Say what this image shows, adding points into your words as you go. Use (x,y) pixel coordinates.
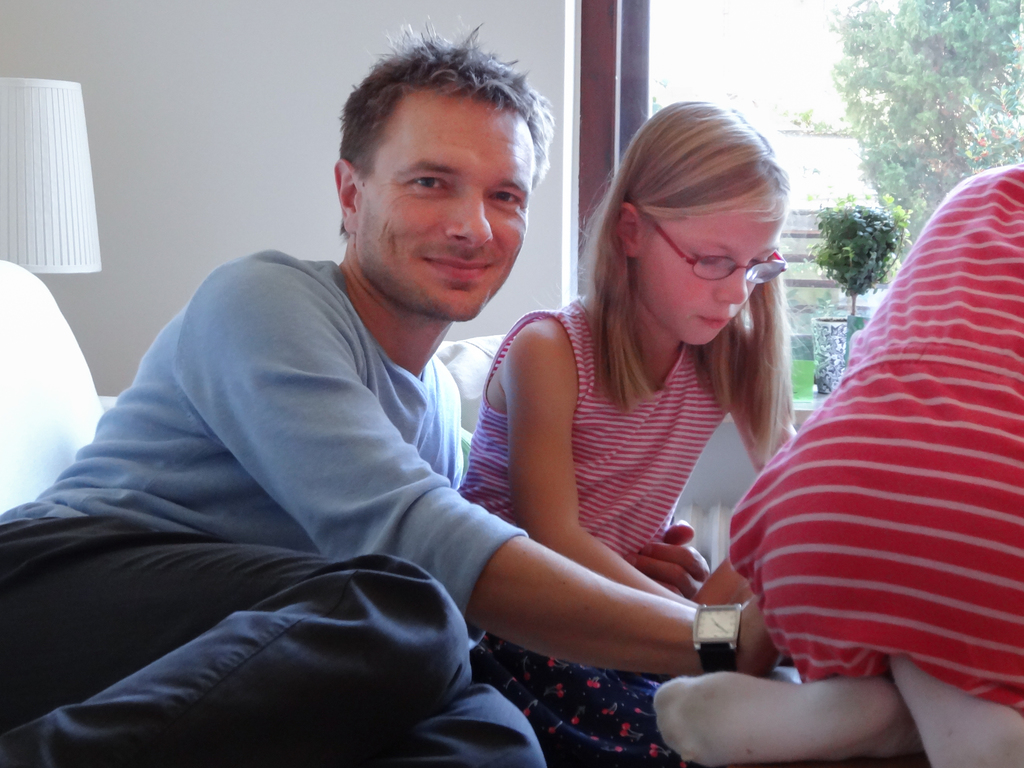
This picture is clicked inside the room (515,607). In this picture, we see a man (340,427) and the girl (632,524) are sitting on the white sofa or a bed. The girl (595,306) is wearing the spectacles (680,251) and a man (465,229) is smiling and he might be posing for the photo. On the right side (912,246), we see a girl (951,325) is wearing the pink dress (886,506). On the left side (59,193), we see a lamp (52,226). Behind that, we see a white wall (278,180). On the right side (765,41), we see the glass windows (814,12) from which we can see the railing (819,283), plant pots (842,343) and the trees (959,77).
